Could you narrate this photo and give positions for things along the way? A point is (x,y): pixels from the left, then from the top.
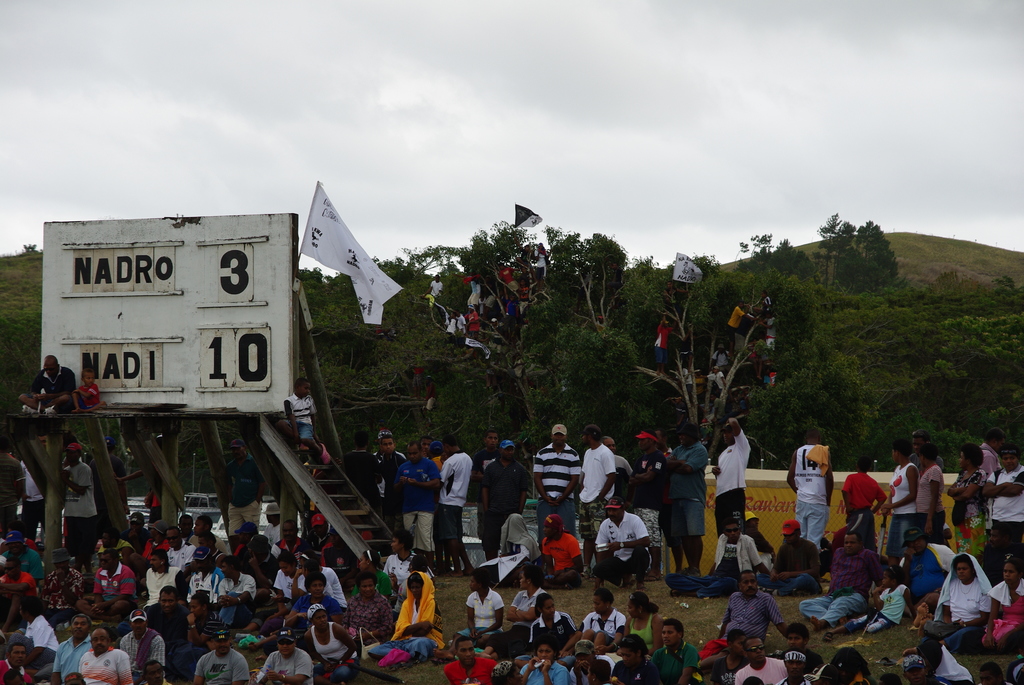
At the bottom of this image (62,565), there are children (501,620), men (57,608) and women (331,636) on a ground (618,584) on which there is grass (907,639). In the background (337,411), there are trees (339,310), a white colored board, mountains (998,276) and there are clouds (515,50) in the sky (857,75).
